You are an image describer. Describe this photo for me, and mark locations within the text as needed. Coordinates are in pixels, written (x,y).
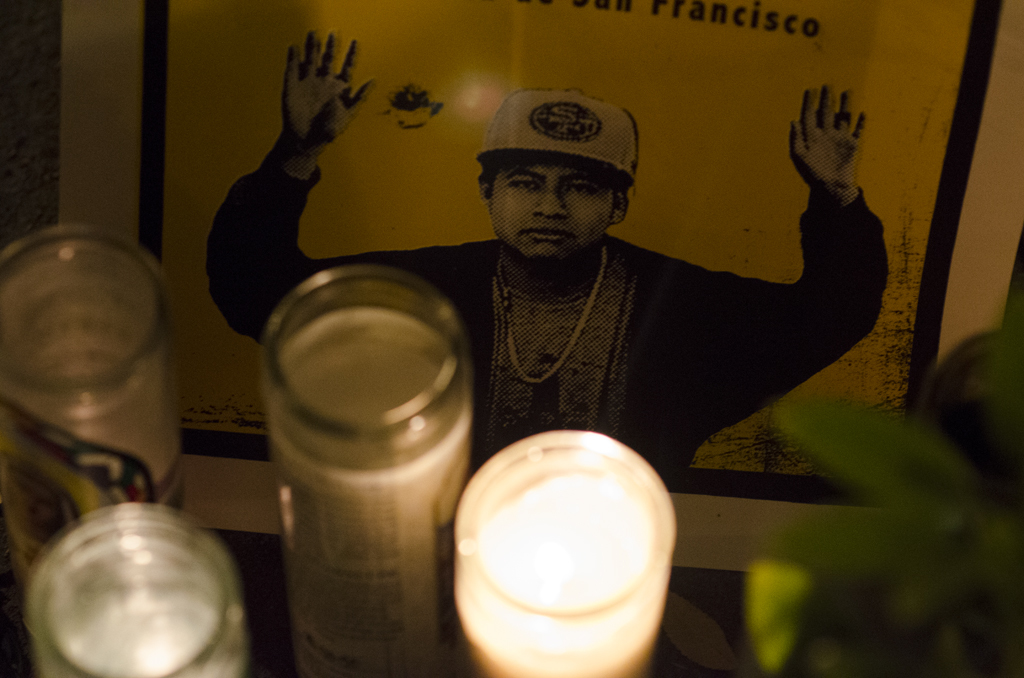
At the bottom of the image (553,582), we can see light (562,572), glass objects (364,575) and leaves (869,534). In the background (748,427), we can see a poster (518,261). On this poster (582,322), we can see a person (615,267) and text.
